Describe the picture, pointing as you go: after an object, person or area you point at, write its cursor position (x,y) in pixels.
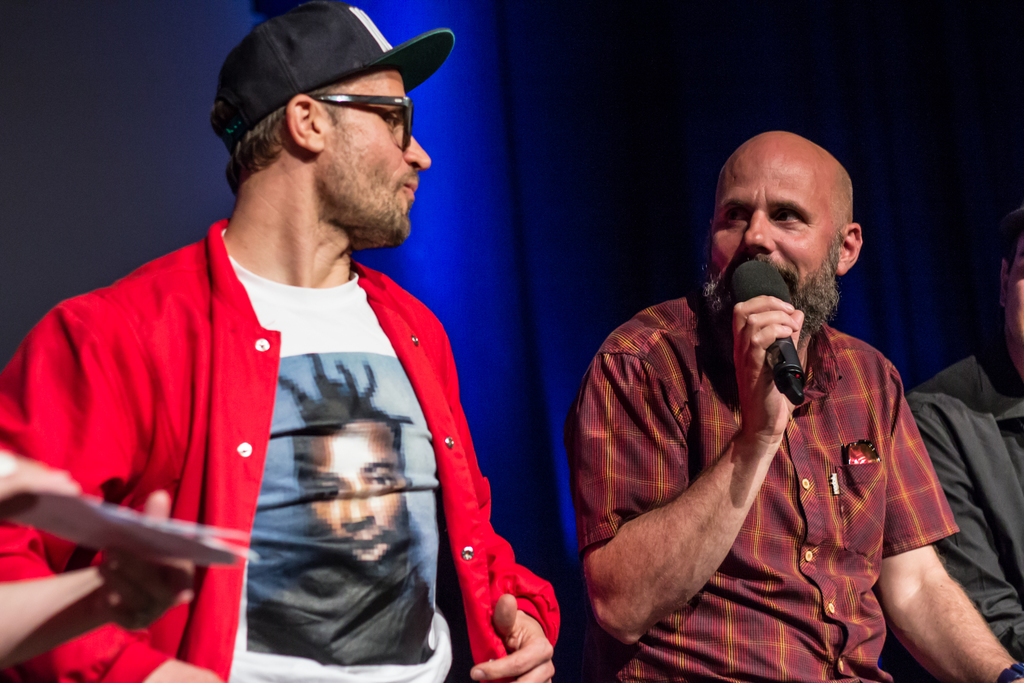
Here we can see two persons (720,311). He is talking on the mike (752,302). He has spectacles (385,99) and he wear a cap (324,33).
